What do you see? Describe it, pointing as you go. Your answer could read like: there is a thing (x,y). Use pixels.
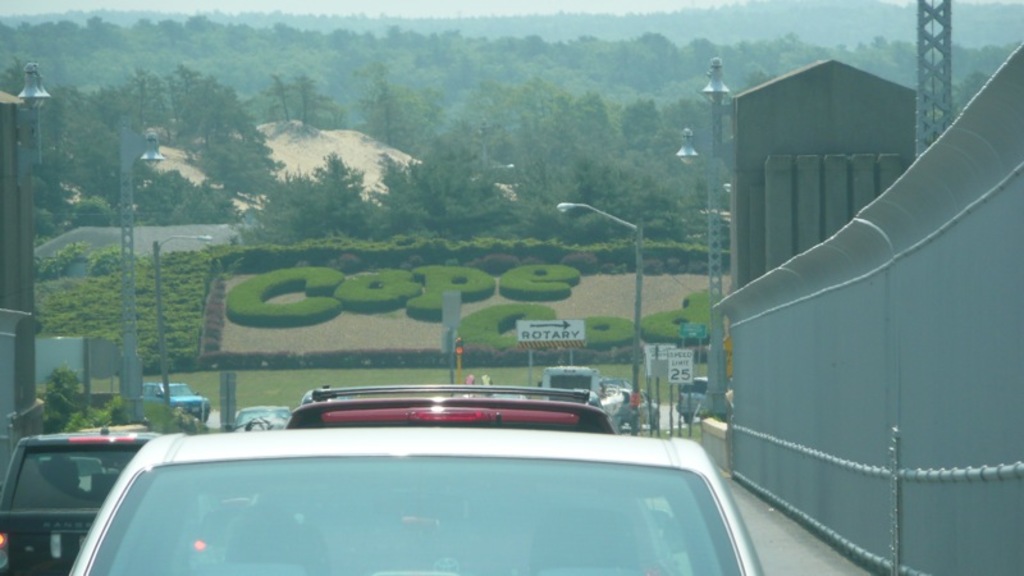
In this Image I can see many vehicles (484,481) are on the road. To the side there is a railing (874,377). In the back (641,381) I can see the light poles (638,249). I can also see many trees (338,171), mountains (357,22) and the sky (358,9).
